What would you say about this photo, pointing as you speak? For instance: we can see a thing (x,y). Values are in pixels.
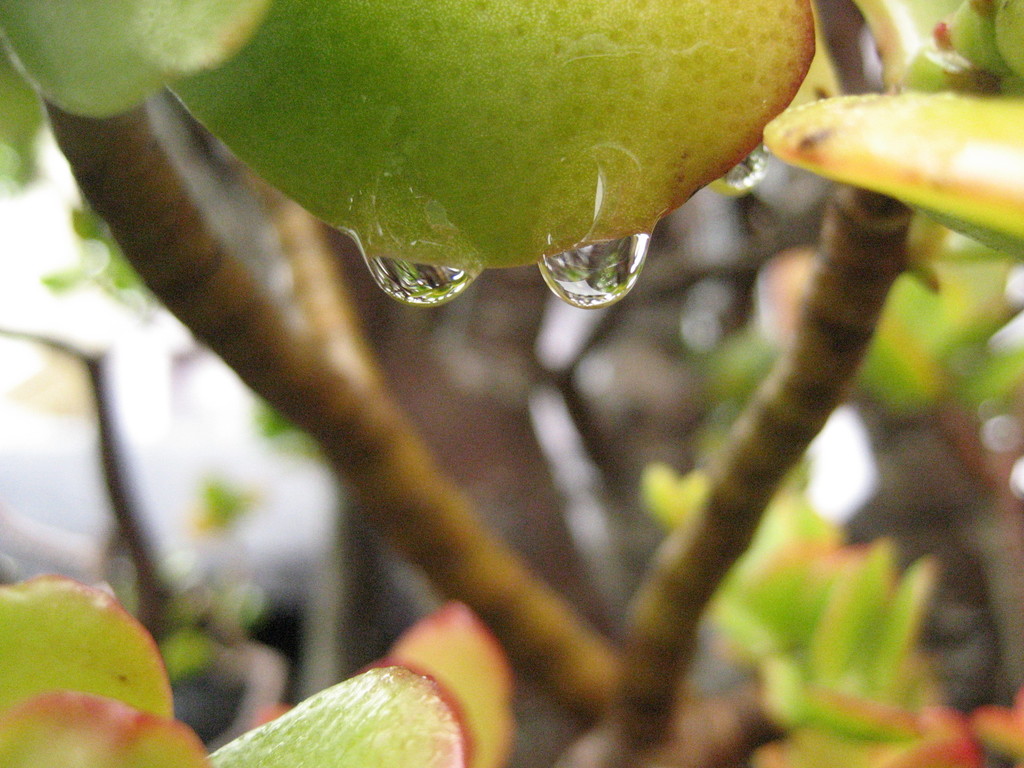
In this image I can see a tree (553,611) and to it I can see few leaves (748,578) which are green and orange in color. I can see few water drops (581,279) and the blurry background (572,472).
